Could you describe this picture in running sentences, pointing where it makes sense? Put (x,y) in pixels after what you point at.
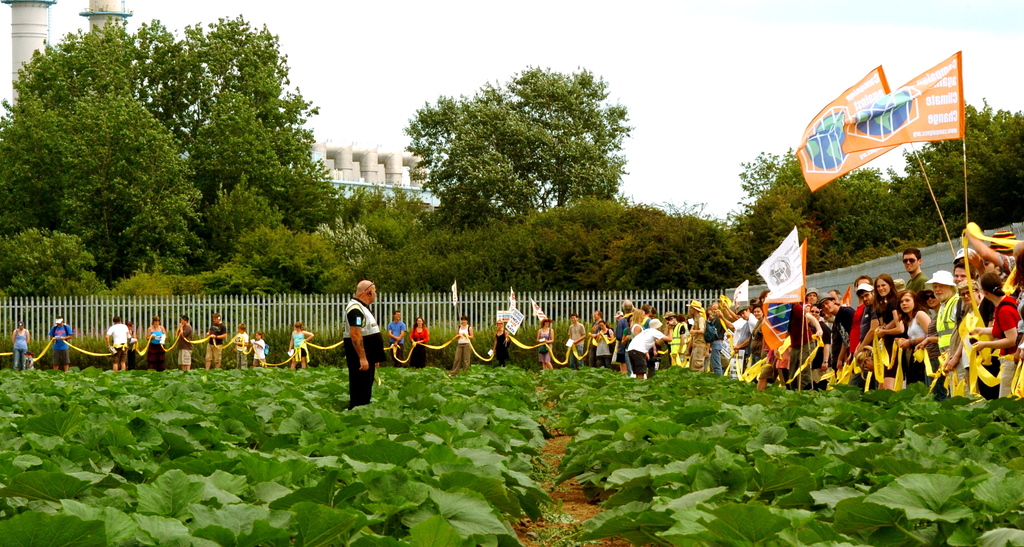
As we can see in the image there are few people (368,356) here and there, plants (565,426), fence (443,317), flags (903,120), trees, buildings (367,173) and sky (577,48).
